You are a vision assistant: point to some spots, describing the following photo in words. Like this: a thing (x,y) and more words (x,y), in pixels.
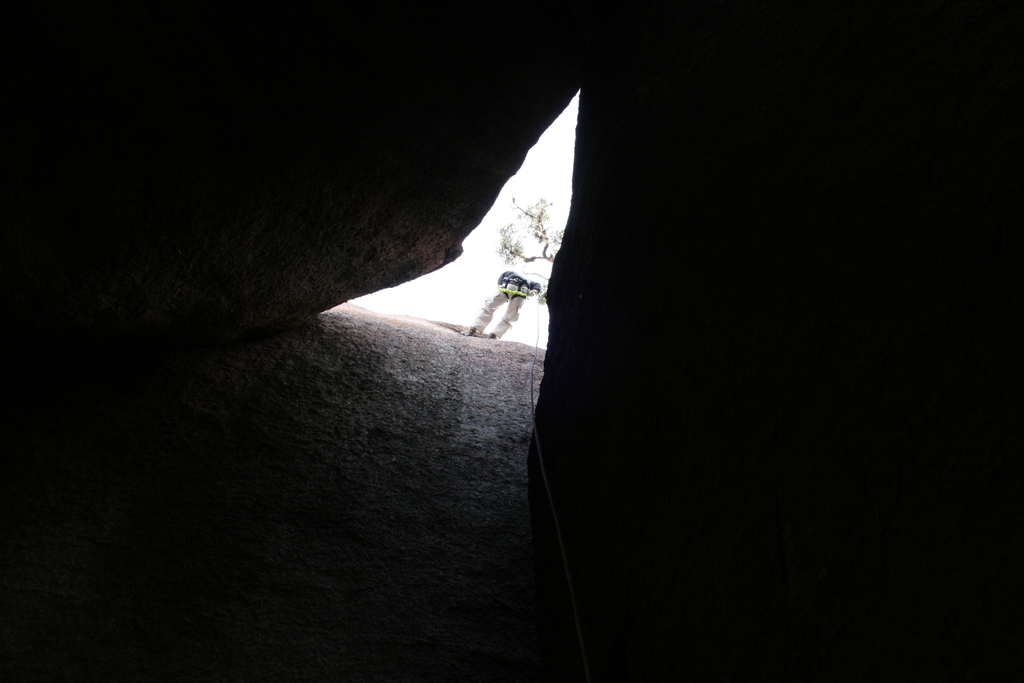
In the middle of the picture (471,329), we see a man (502,286) is standing and he is holding a rope (533,368) in his hands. On either side of the picture, we see the rocks (815,334). At the bottom (356,496), we see the rock (416,481). In the background (488,226), we see a tree (517,231) and the sky (462,279).
